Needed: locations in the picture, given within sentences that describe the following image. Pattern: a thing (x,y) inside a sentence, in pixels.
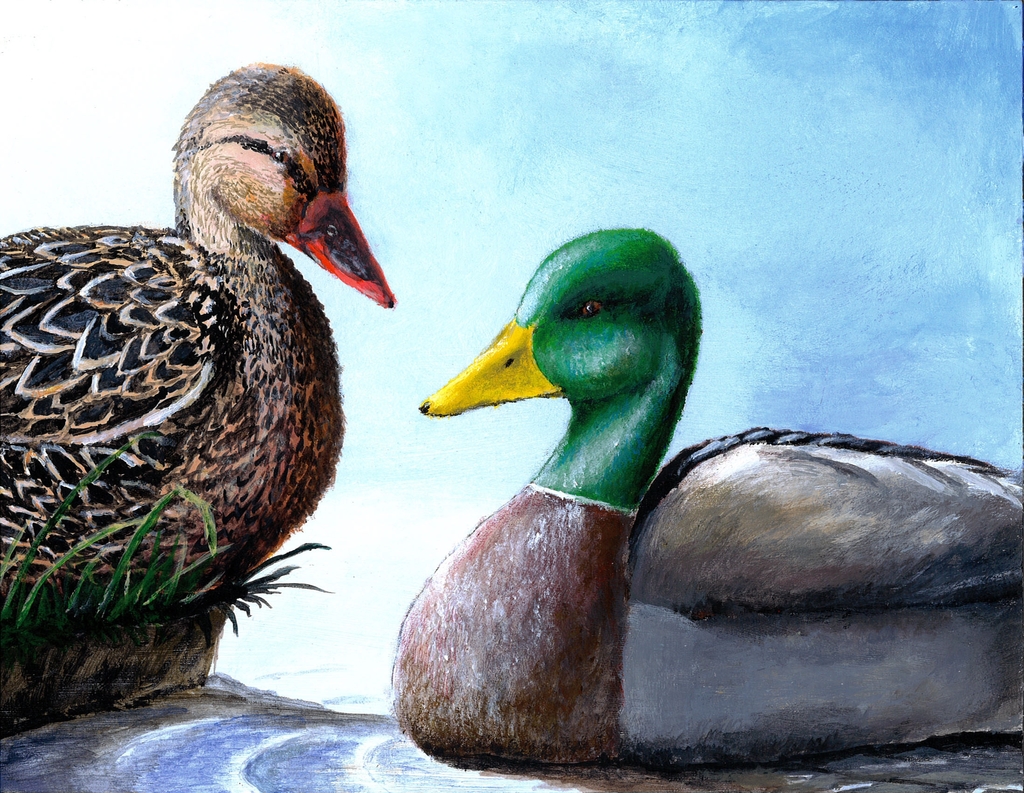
This image is a painting. In the center of the image (641,415) there are ducks (165,481) and we can see grass (153,583).
